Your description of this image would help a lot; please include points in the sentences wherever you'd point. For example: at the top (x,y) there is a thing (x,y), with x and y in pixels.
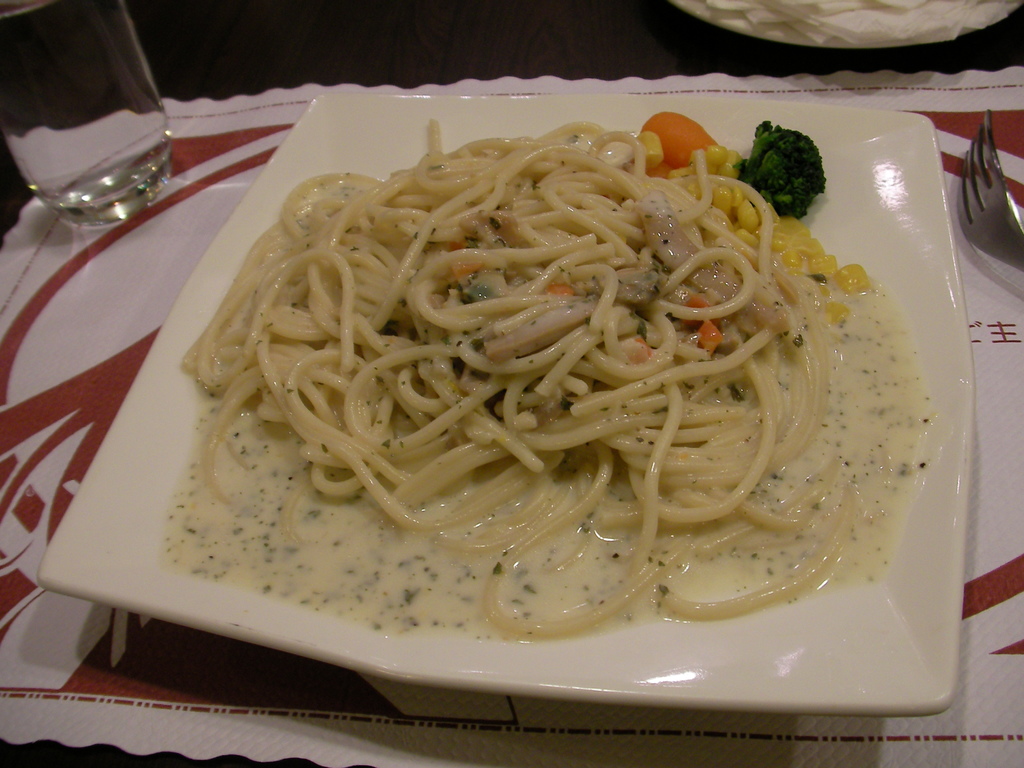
In this image there is a table (639,60) and we can see a plate (911,140) containing food (561,382), glass (53,20), tissue paper (841,32), napkin (1022,120) and a fork (973,232) placed on the table (2,613).
